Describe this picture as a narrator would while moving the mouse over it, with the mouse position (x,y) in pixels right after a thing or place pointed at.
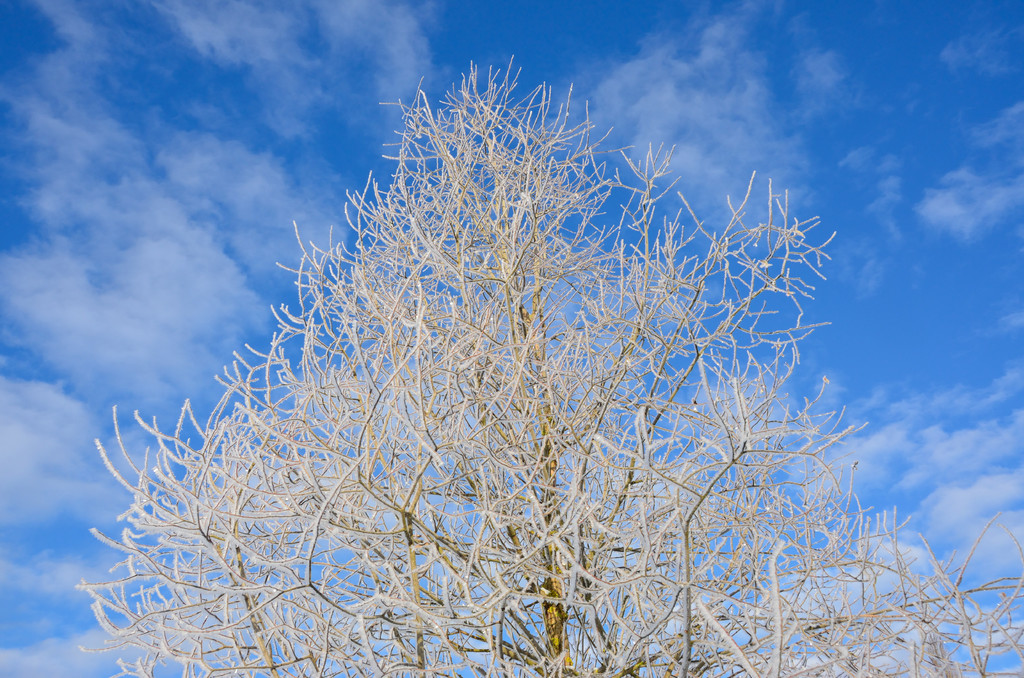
Here we can see dried tree (592,608). Background (896,13) we can see sky (752,107) with clouds (750,129).
